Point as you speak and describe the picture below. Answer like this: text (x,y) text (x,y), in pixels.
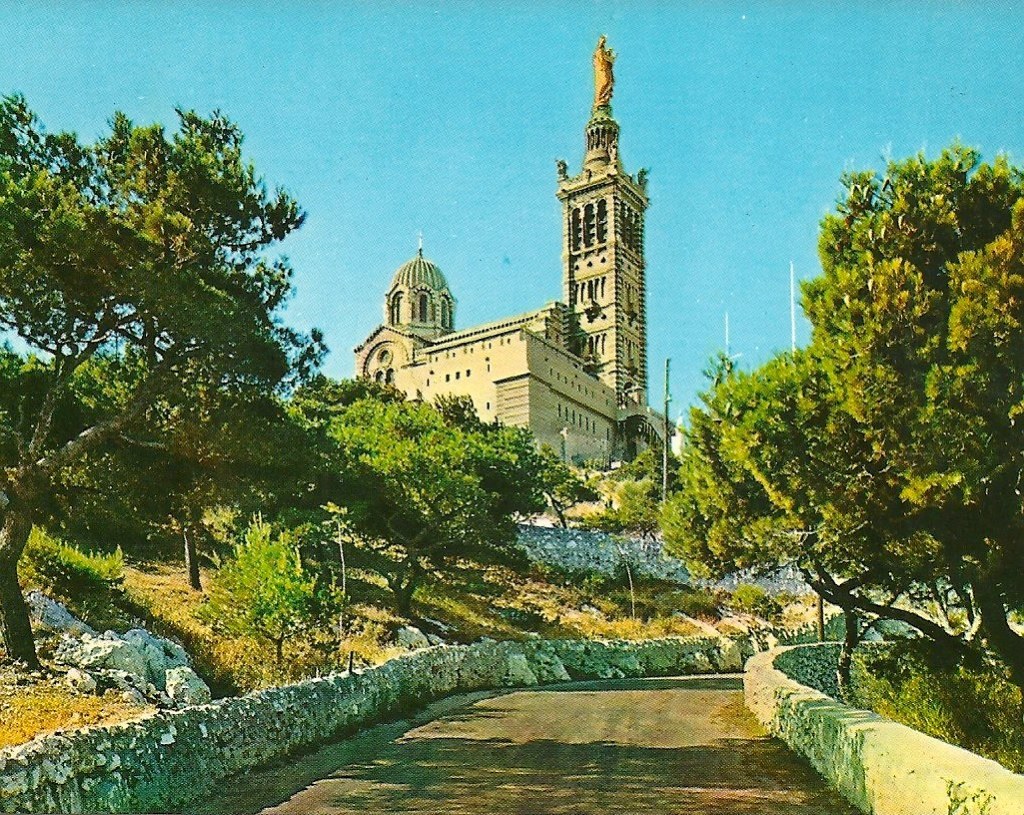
In the picture I can see the church construction (578,276) and looks like there is a statue (600,41) at the top of the construction (593,107). There are trees (249,373) on the left side (259,440) and the right side (937,281) as well. I can see the road (587,706) at the bottom of the image (610,706). There are no clouds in the sky (483,259).
